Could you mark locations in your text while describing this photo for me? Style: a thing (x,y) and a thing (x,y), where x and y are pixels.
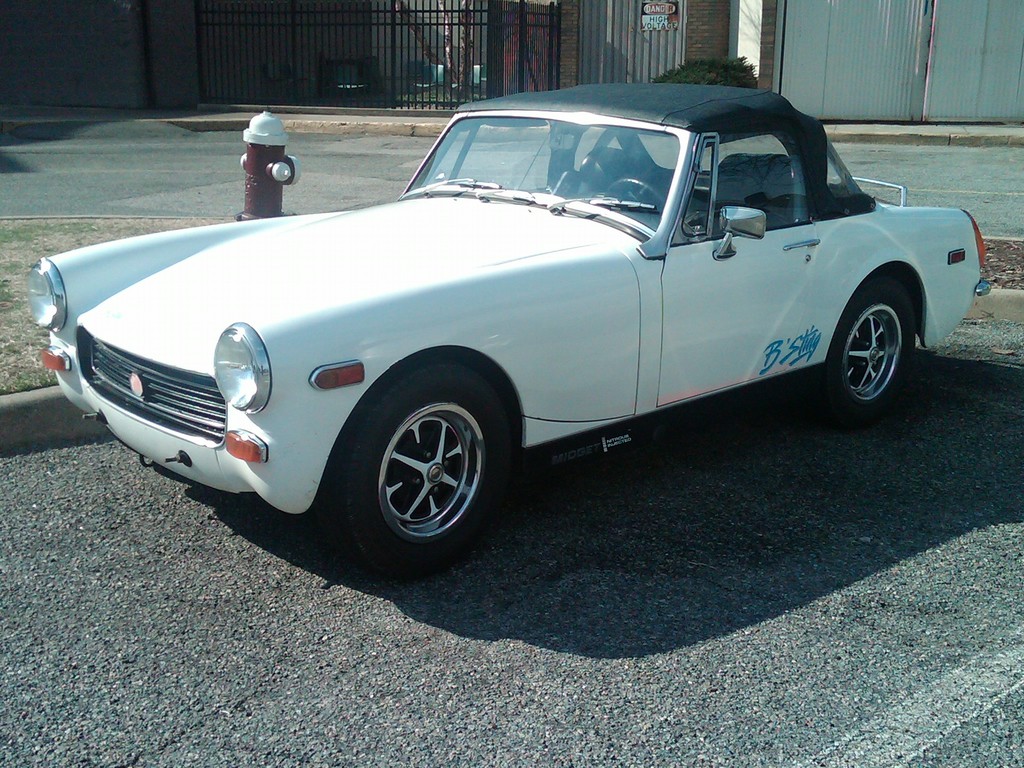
In this image we can see a motor vehicle (577,398) on the road (282,517), hydrant (290,168), bushes (707,71), buildings (766,81) and grills (318,60).
